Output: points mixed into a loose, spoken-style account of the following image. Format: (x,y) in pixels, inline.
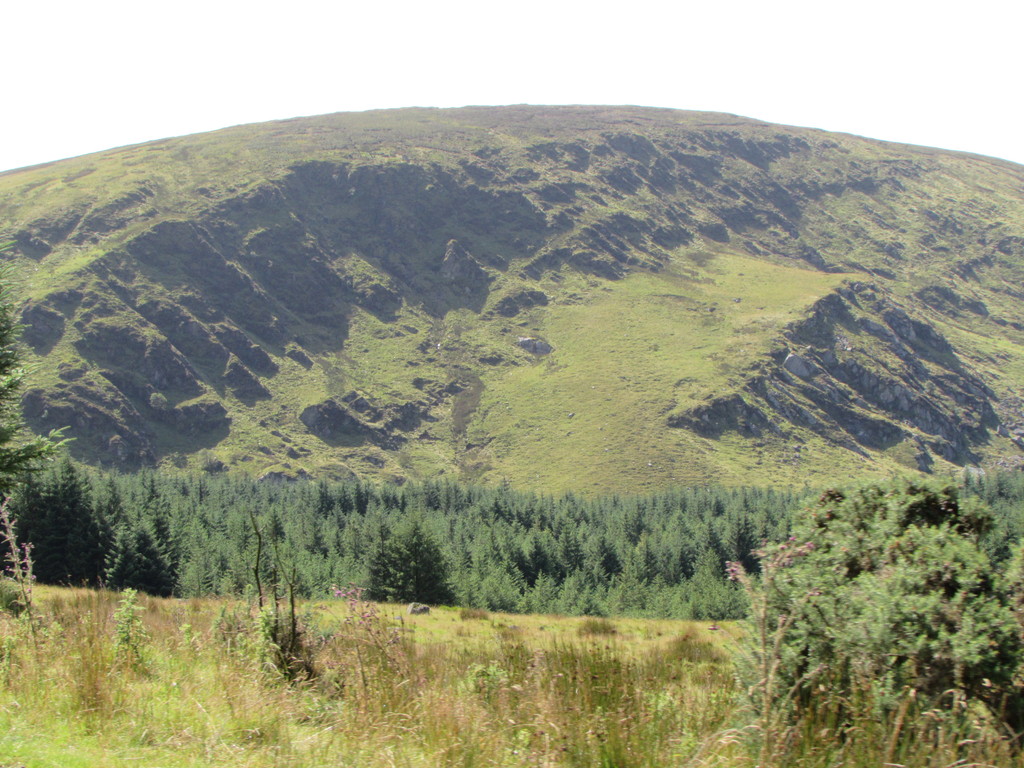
In the image we can see the area (485,558) is covered with lot of trees (528,600) and grass (551,324).
